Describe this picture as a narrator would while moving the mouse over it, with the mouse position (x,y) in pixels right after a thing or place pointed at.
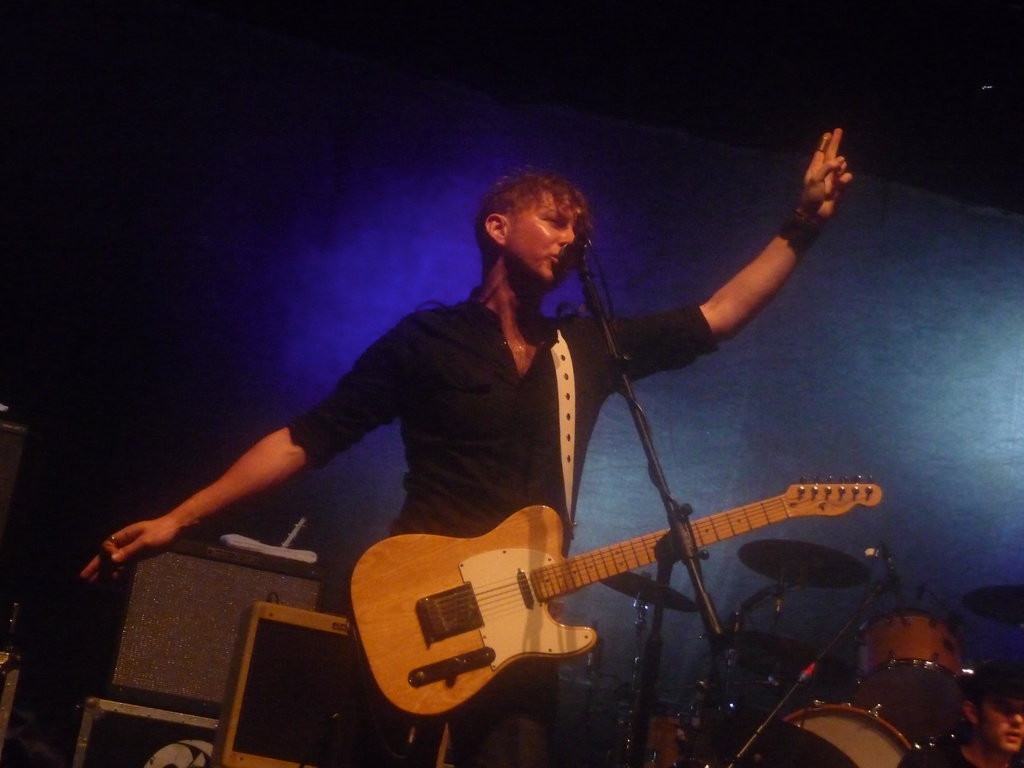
In this image there is a person (501,424) wearing black color shirt (538,463) with guitar (726,520) and there is also a microphone (664,552) in front of him and at the background (689,377) there is a blue color sheet (170,258).
